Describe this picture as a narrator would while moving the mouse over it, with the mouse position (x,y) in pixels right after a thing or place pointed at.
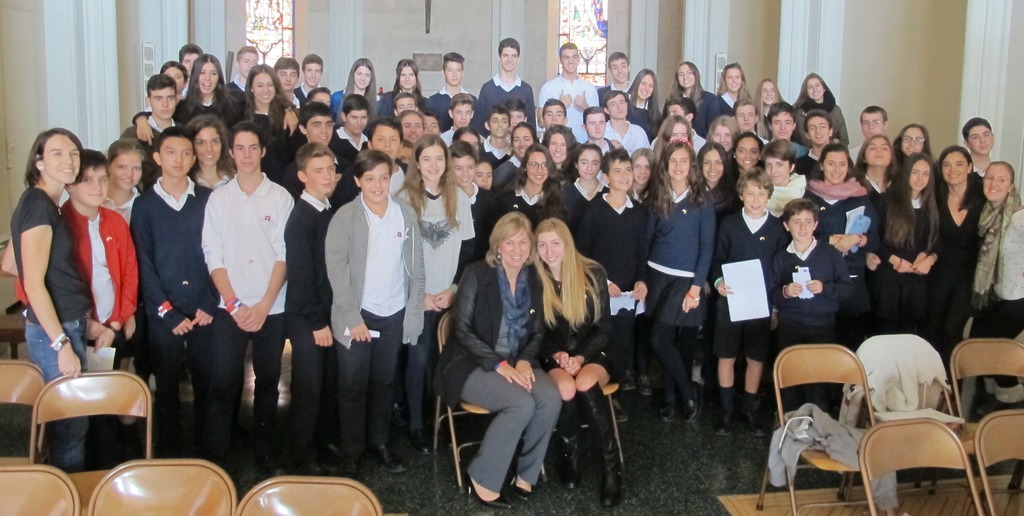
In this image I can see a group of people (737,196) standing, in-front of them there are two people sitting in chairs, also there are so many empty chairs (333,488) in the front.
